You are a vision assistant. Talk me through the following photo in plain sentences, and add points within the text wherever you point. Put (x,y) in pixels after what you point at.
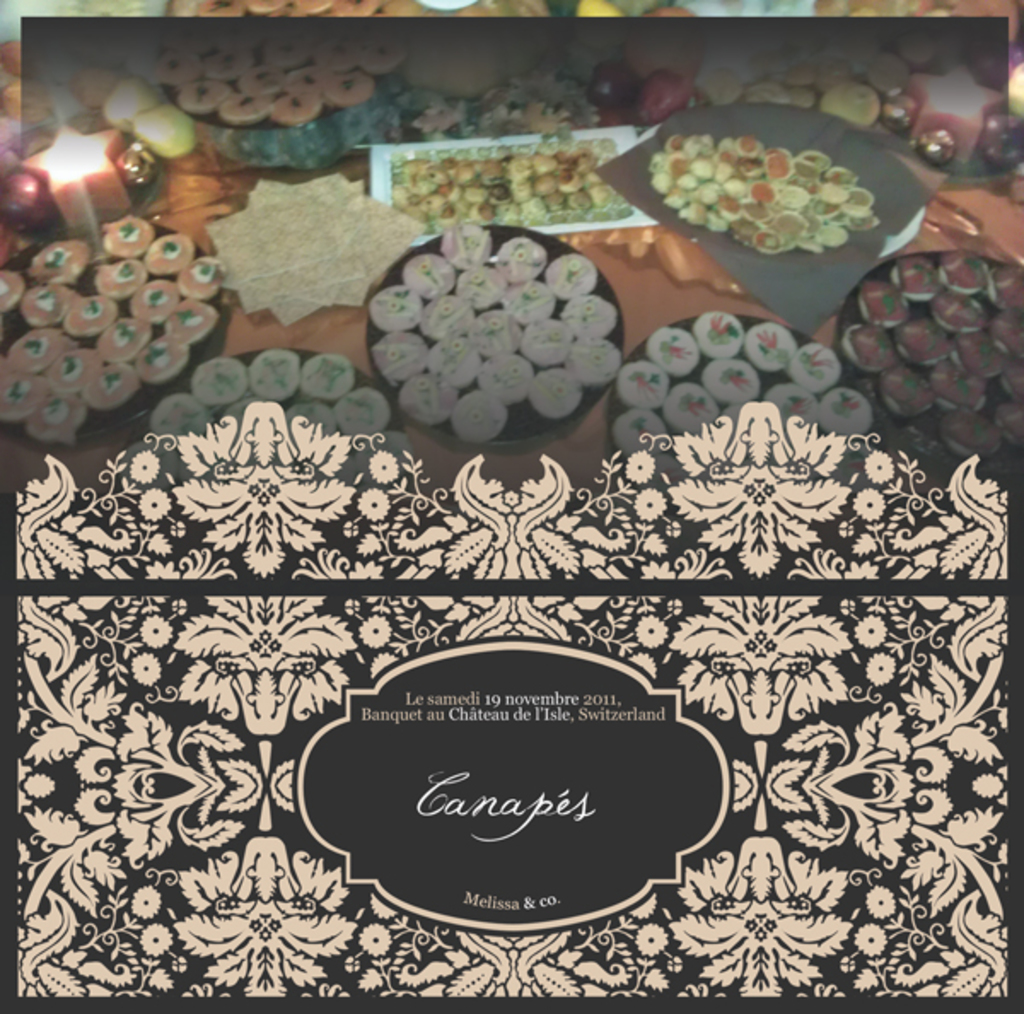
In this image we can see a poster (894,300). On the poster (687,236) we can see pictures (340,160) of food items (241,97) and text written on it.
